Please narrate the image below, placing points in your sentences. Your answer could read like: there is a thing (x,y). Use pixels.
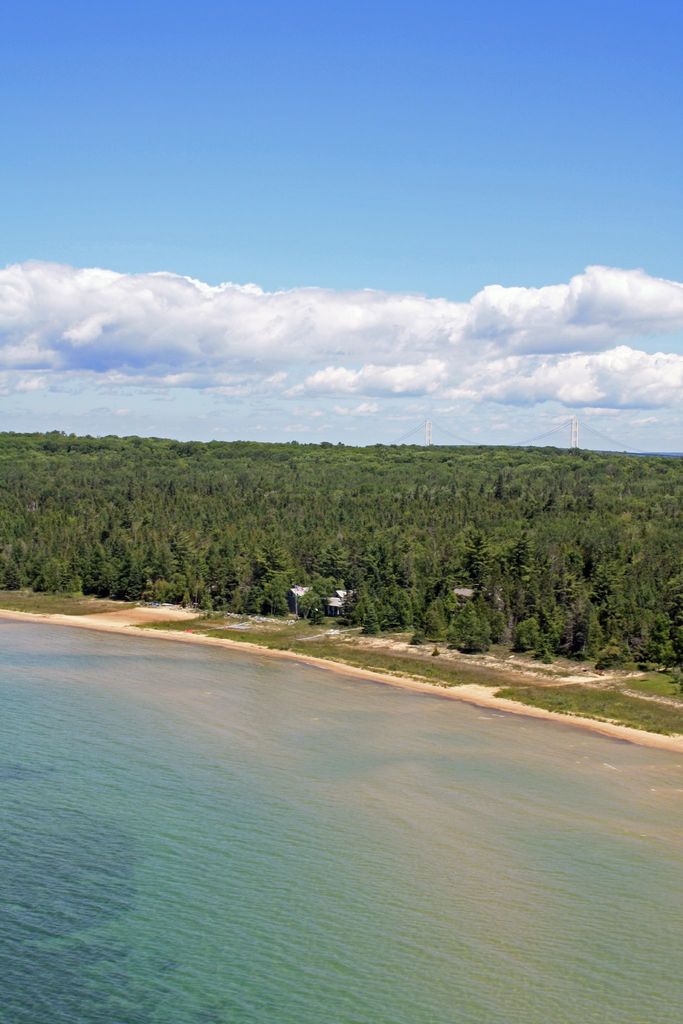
In this picture we can see trees (403,509), water (311,753), grass (680,716) and in the background (302,169) we can see the sky (381,161) with clouds (125,344).
